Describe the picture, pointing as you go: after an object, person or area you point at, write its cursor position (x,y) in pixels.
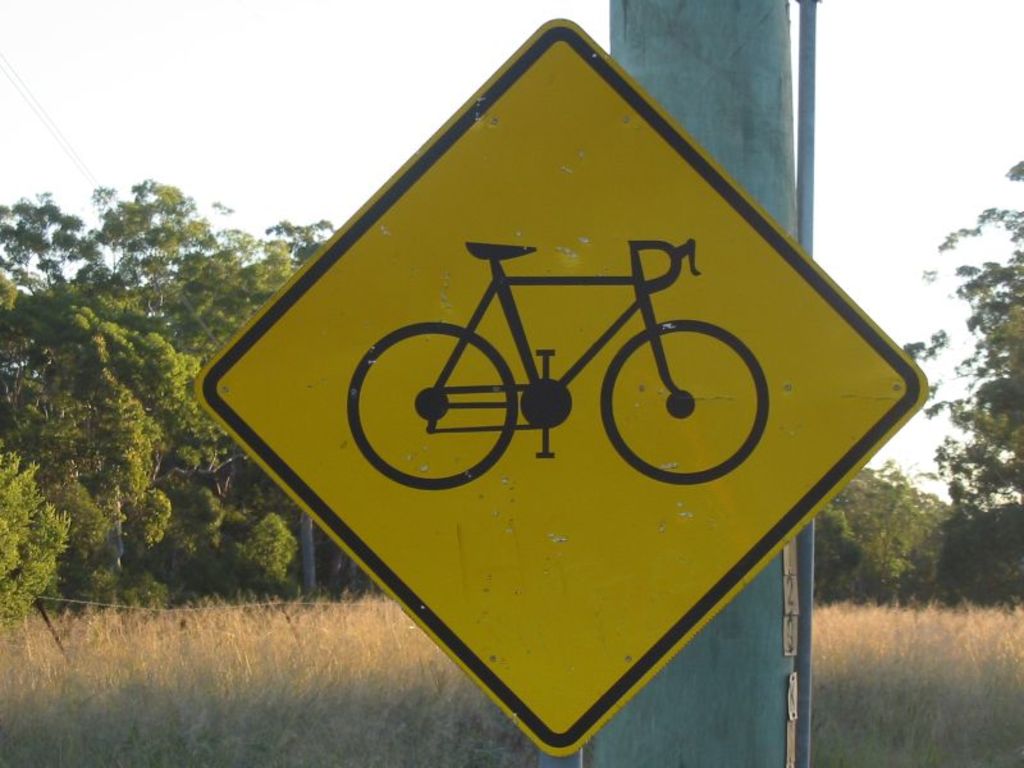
It is a sign board (566,350) on the pole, on the left side (184,358) there are trees (189,362). At the top (291,59) it is the sky (256,57).
